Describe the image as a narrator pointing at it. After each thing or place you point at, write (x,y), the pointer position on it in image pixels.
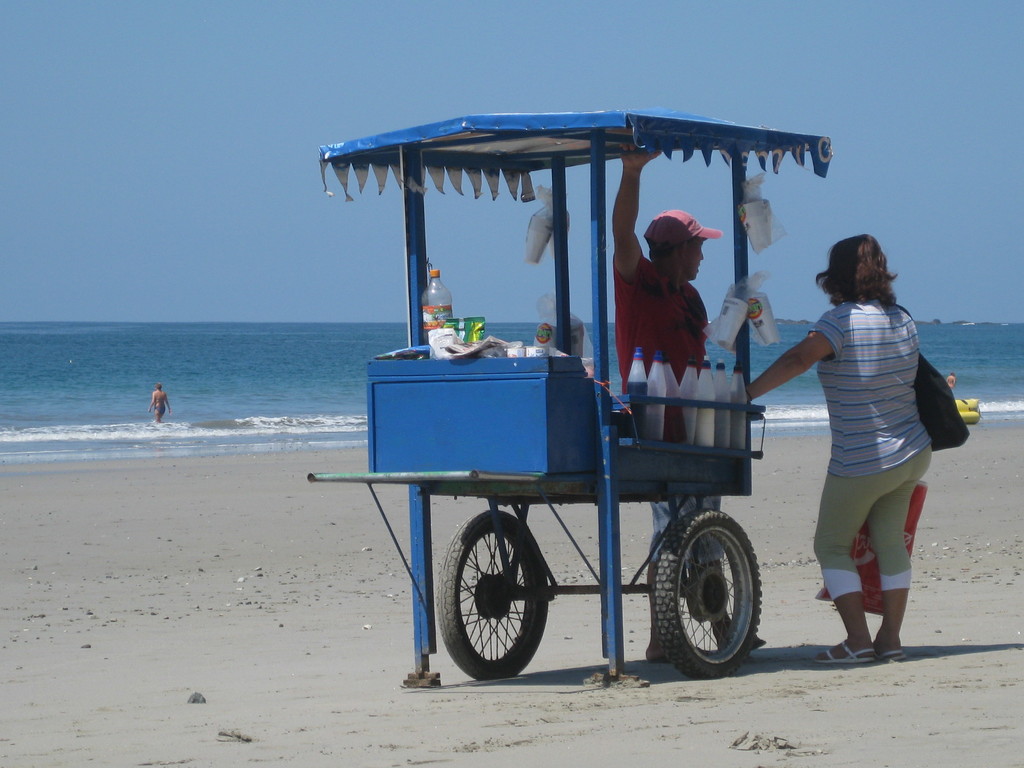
In this picture I can observe blue color vehicle (549,431) in the middle of the picture (563,507) in the beach (362,567). It is looking like a wagon (485,436). In front of the vehicle (674,620) there are two persons (669,323) standing on the land (777,639). In the background (271,367) I can observe an ocean (238,358) and sky (225,208).
